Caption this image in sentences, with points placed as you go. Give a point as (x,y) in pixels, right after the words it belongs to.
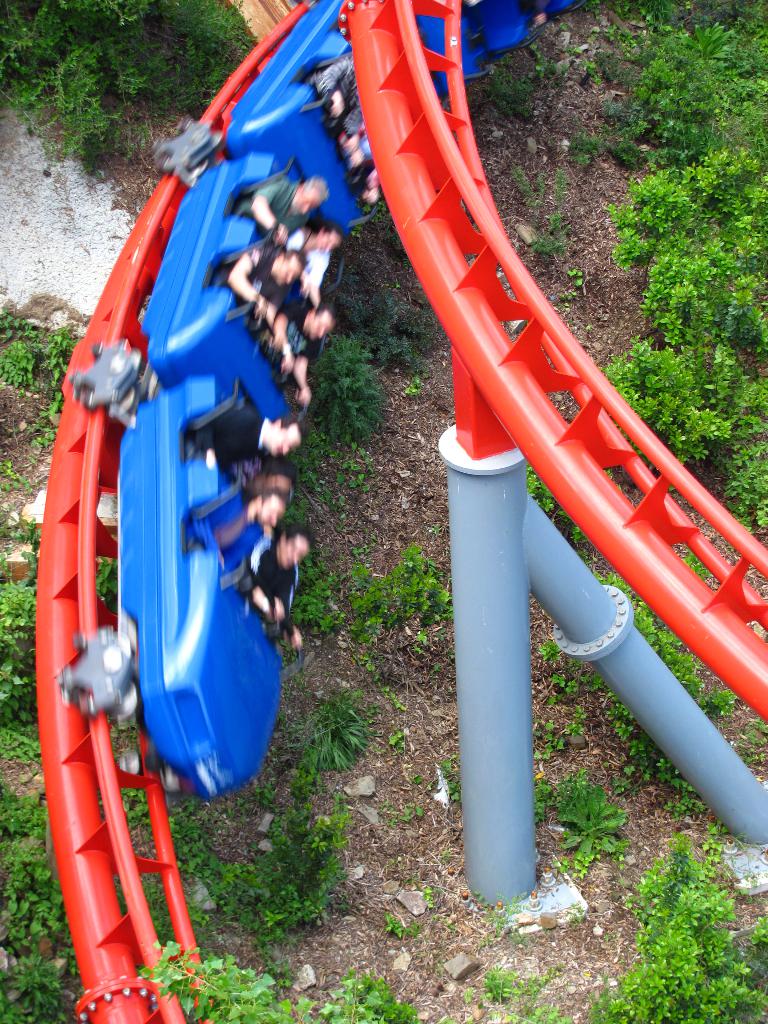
In the image there are few people (360,159) taking some ride (204,495) and around the ride (92,936) there are plants (703,162).
